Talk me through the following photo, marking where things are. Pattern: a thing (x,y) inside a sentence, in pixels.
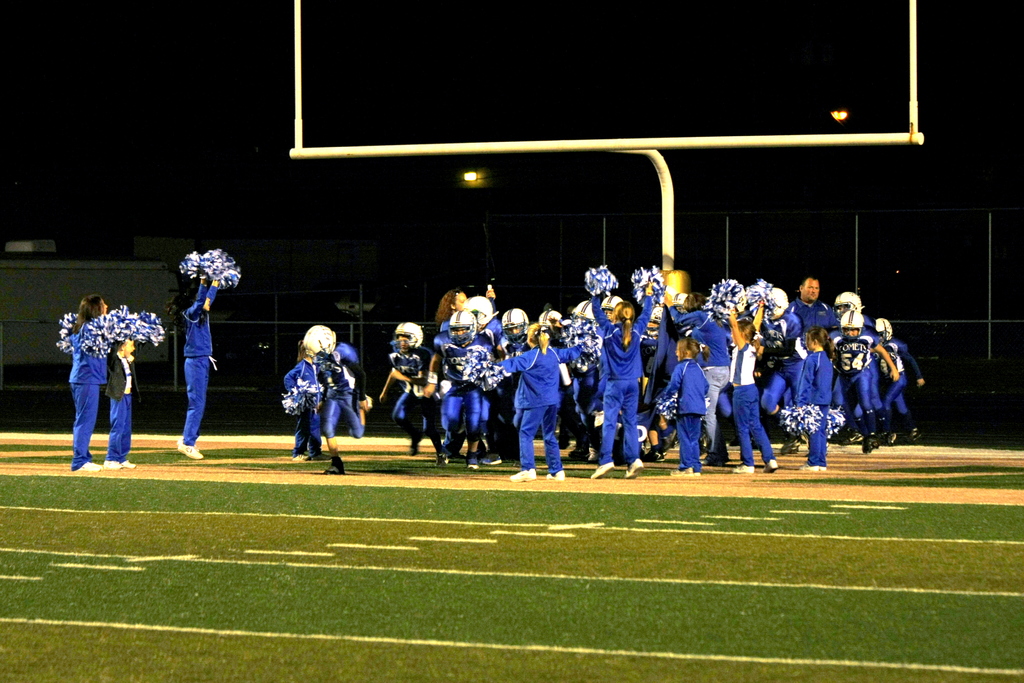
In this image we can see a group of persons (722,380) in a ground (448,516) and among them there are few persons (817,332) holding objects (760,280). Behind the persons (733,310) we can see the poles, walls (314,266), fencing (386,337) and the lights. The background of the image (314,279) is dark.
